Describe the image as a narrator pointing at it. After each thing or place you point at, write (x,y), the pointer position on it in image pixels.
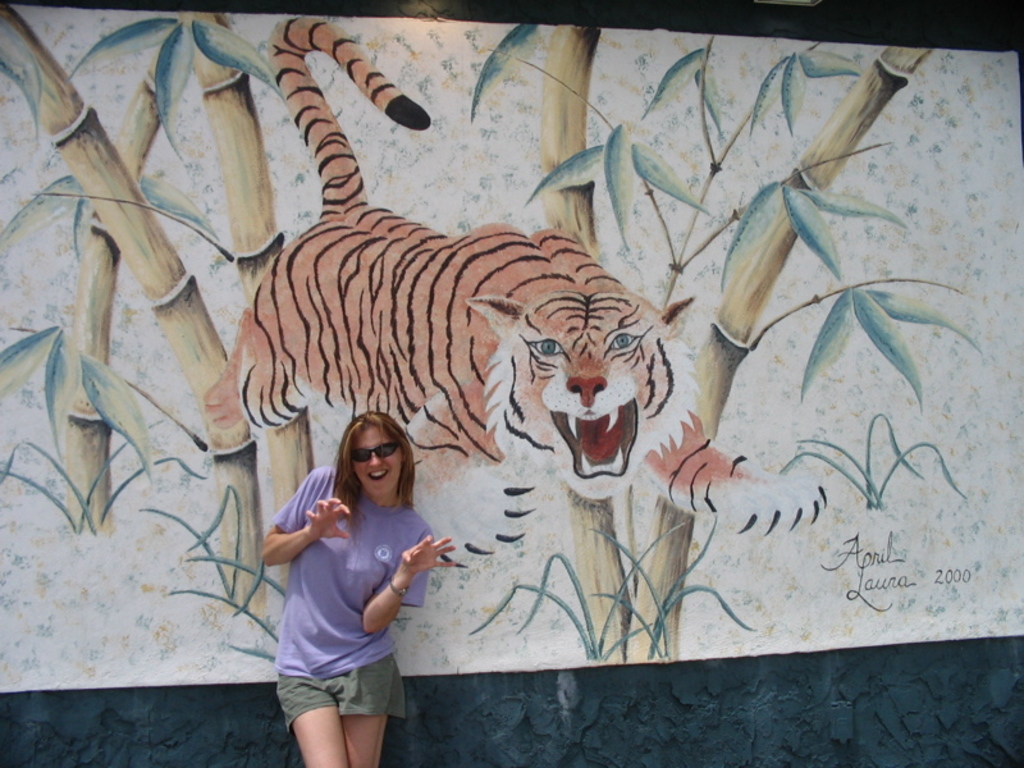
In this image we can see a woman (372,507) wearing the glasses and standing. In the background (454,359) we can see the painting board (677,270) and also the wall (825,730). We can also see the text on the board (949,568).
